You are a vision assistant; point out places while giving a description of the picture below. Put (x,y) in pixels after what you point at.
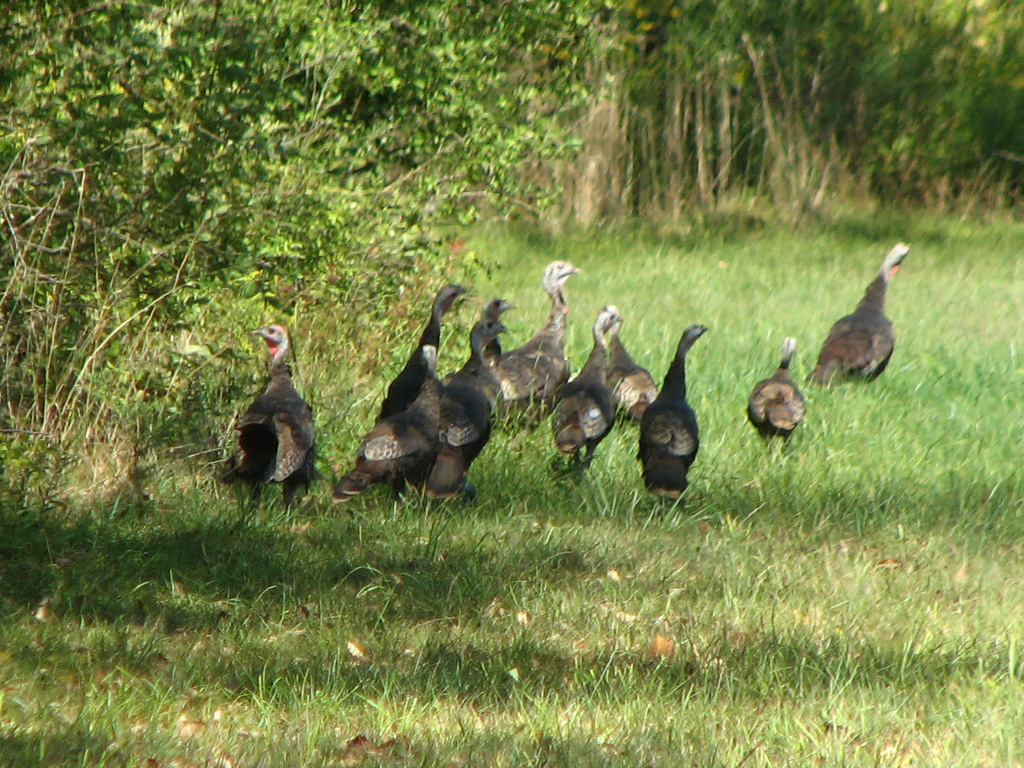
In the center of the picture (518,363) there are hens (509,402). In the foreground (408,576) there is grass (308,559). On the left (214,172) there are trees (561,87). In the background (777,83) there are trees (874,103).
